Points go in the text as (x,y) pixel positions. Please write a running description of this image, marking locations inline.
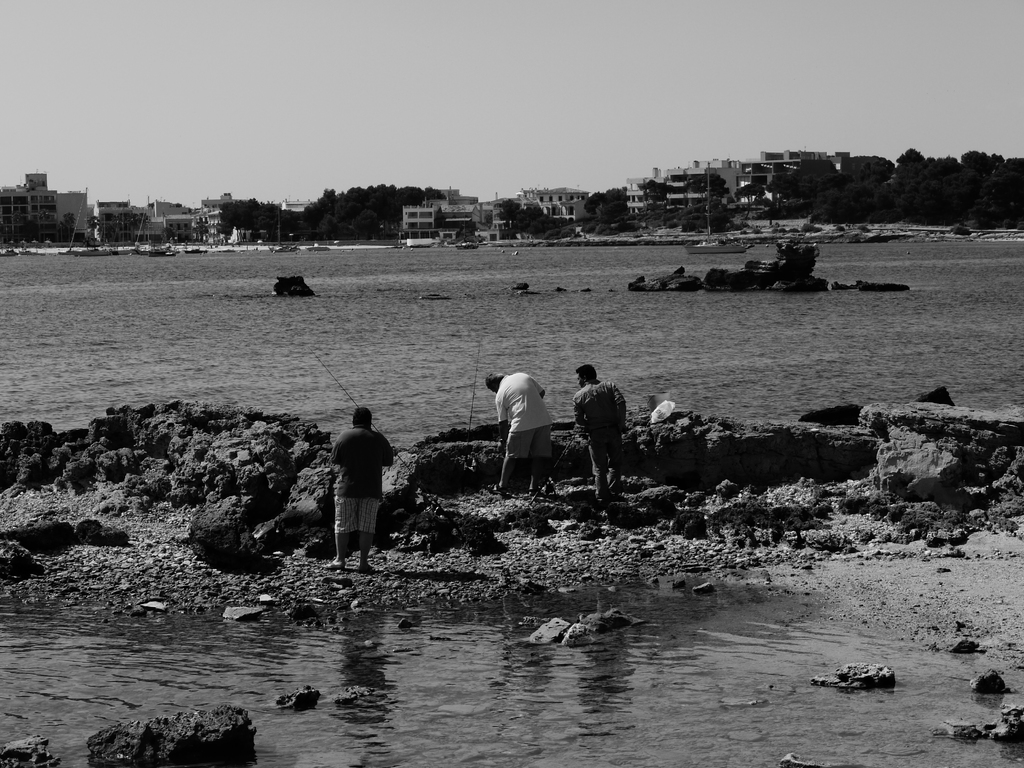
Black and white picture. Here we can see water (518,598) and people (603,446). Far there are trees (684,204) and buildings (47,204).
